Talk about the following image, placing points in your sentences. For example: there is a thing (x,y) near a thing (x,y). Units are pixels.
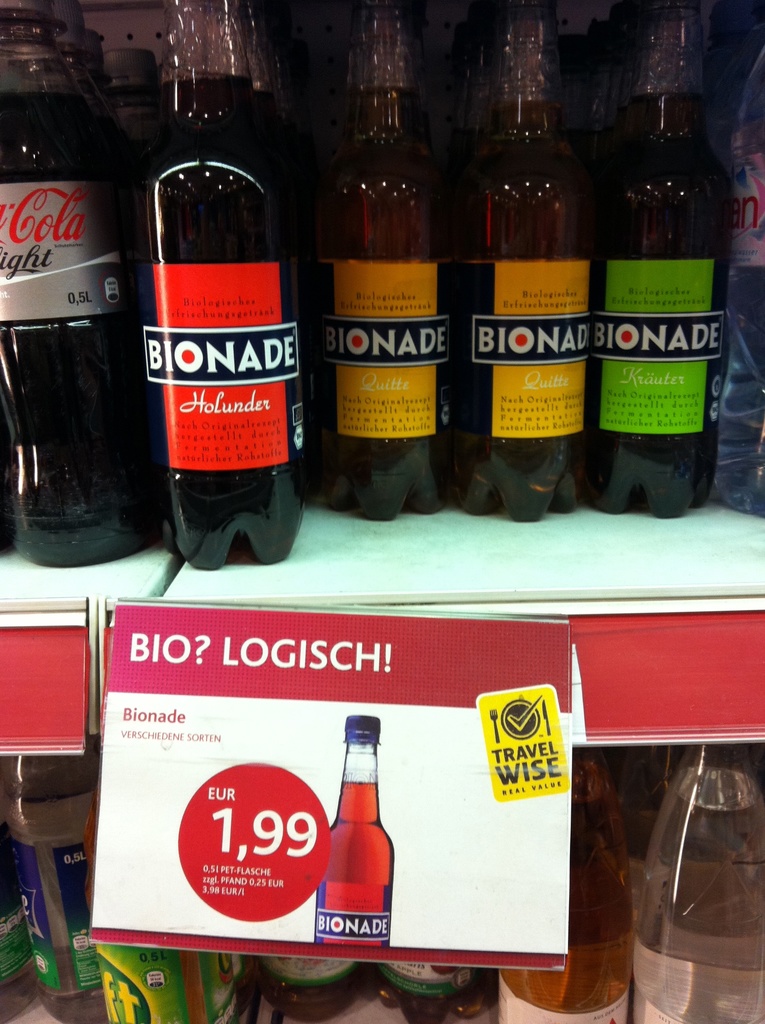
This picture shows some drink bottles (280,341) placed in the shelf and a name plate (280,782) and a price (228,848) regarding that bottles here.
